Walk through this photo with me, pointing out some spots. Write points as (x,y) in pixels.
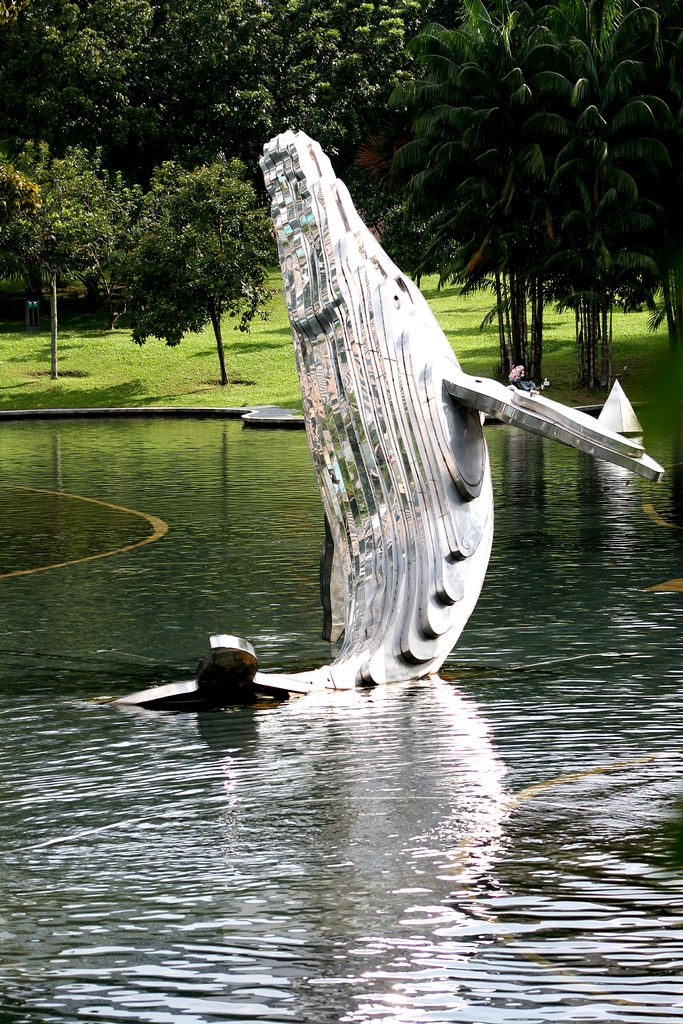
In this image I can see water (297,456) in the front (294,822) and on it I can see a sculpture (492,408). In the background (127,364) I can see grass (467,344) and number of trees (241,138).
